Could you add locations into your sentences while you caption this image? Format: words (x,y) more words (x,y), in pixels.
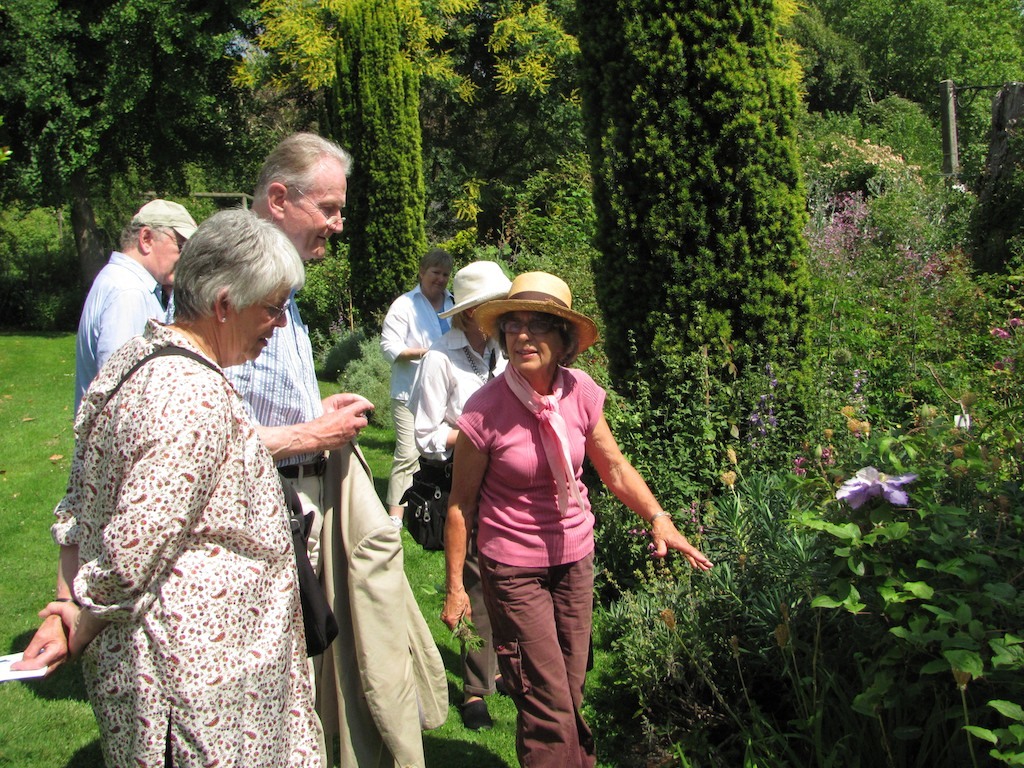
In this image there are a few people (474,456) standing on the surface of the grass (451,719), one of them is holding his coat (359,562) in his hand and few are wearing hats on their heads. In the background (609,410) there are trees (17,54), plants (826,554) and flowers (864,501).
